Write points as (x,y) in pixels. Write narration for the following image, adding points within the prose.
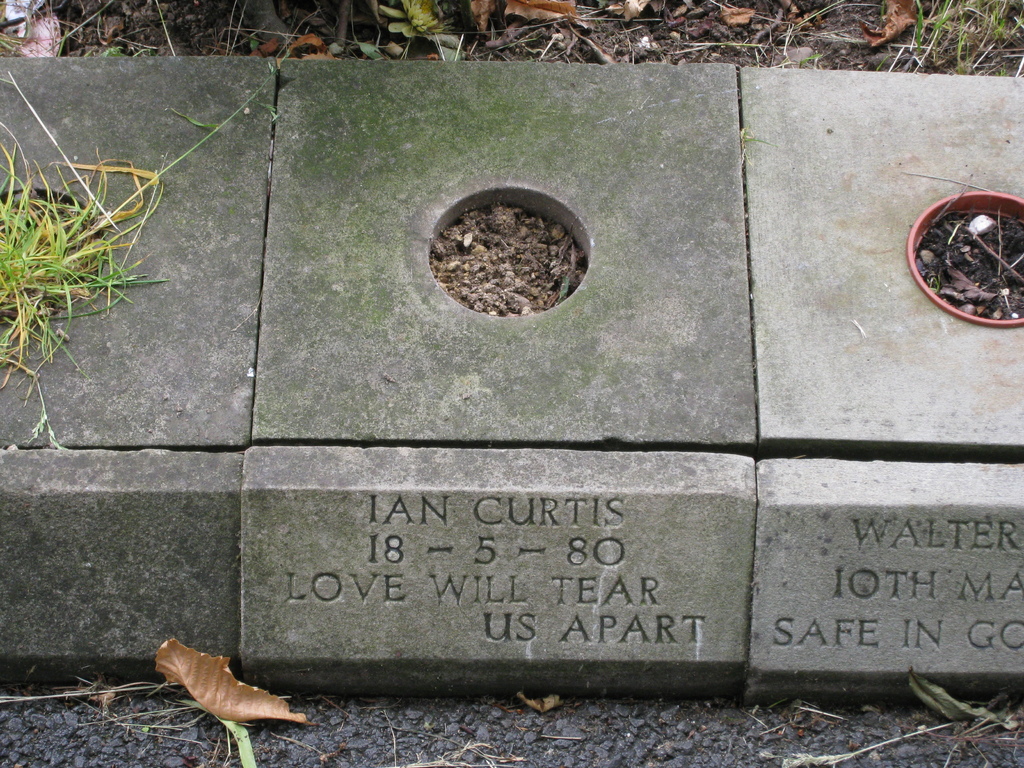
In this image I can see some memorial stones (353,376) with a hole (519,255) in the center (486,257) on the ground (417,751). I can see another stone (742,491) attached with some text (563,541).
